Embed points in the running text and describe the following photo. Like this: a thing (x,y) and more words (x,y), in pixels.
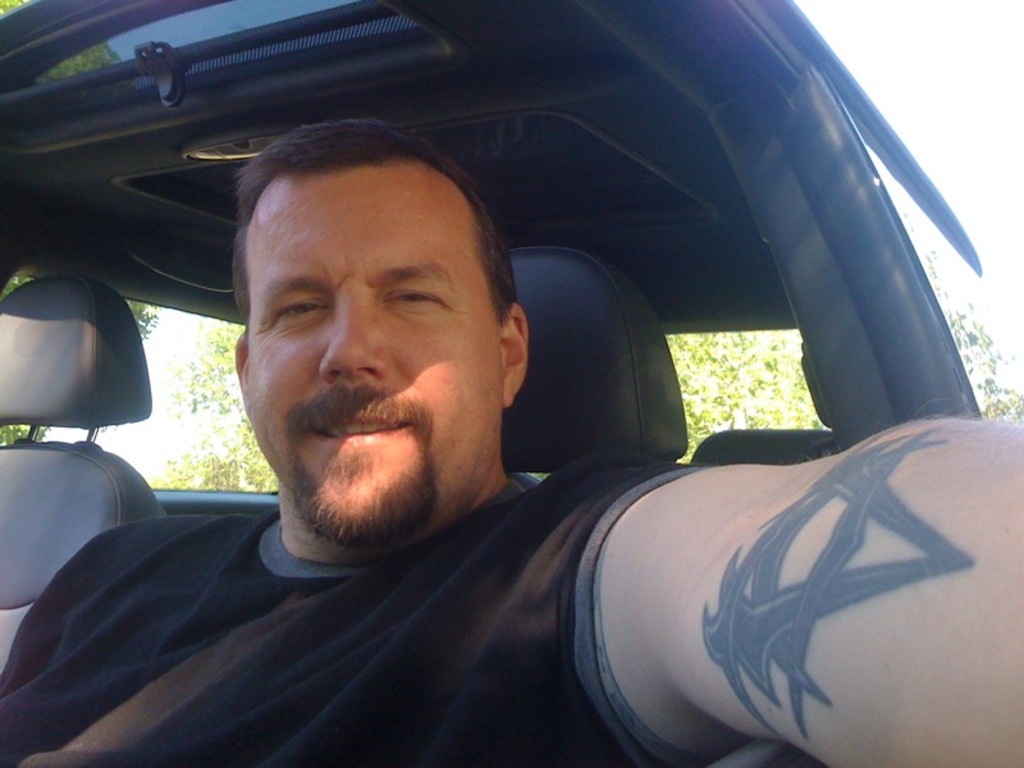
In this image we can see a man (685,535) sitting in the car (95,223) and trees (695,370) in the background (710,401).
